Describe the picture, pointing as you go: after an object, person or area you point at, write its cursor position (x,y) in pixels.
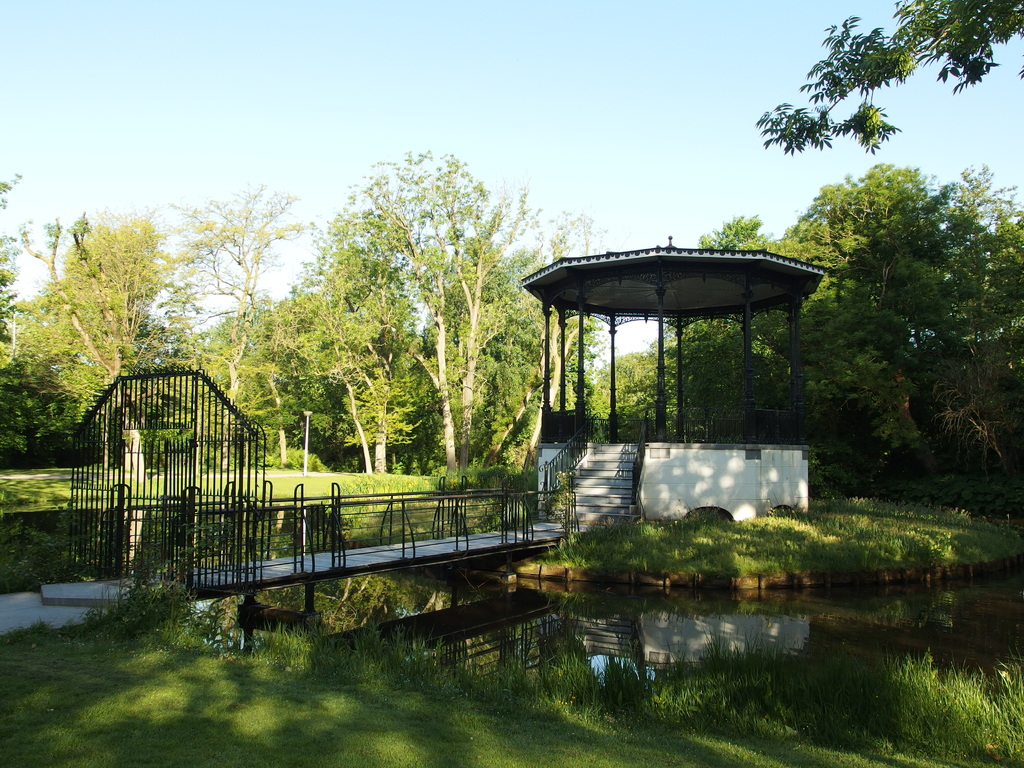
In this image we can see pond (666,654), bridge (461,548) and grassy land (965,734). Background of the image (907,371) trees (67,360) are there. At the top of the image (485,97) sky (496,60) is present. In the middle of the image (679,469) one shelter (658,422) is there and stairs (602,470) are present.
